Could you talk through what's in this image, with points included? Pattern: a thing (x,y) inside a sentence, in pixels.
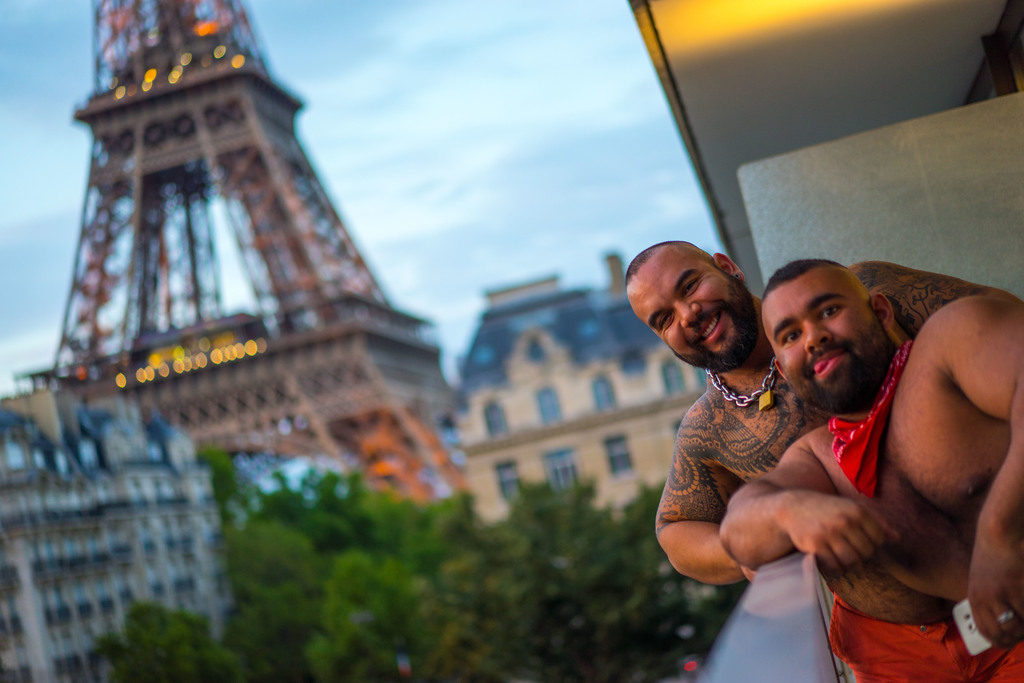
In this picture we can see there are two men (712,437) standing and a man (923,456) is holding an object (959,604). On the right side of the men (746,414) there are trees (281,638), buildings (6,463) and an Eiffel tower (411,428). Behind the tower (176,141) there is the sky (436,176).
